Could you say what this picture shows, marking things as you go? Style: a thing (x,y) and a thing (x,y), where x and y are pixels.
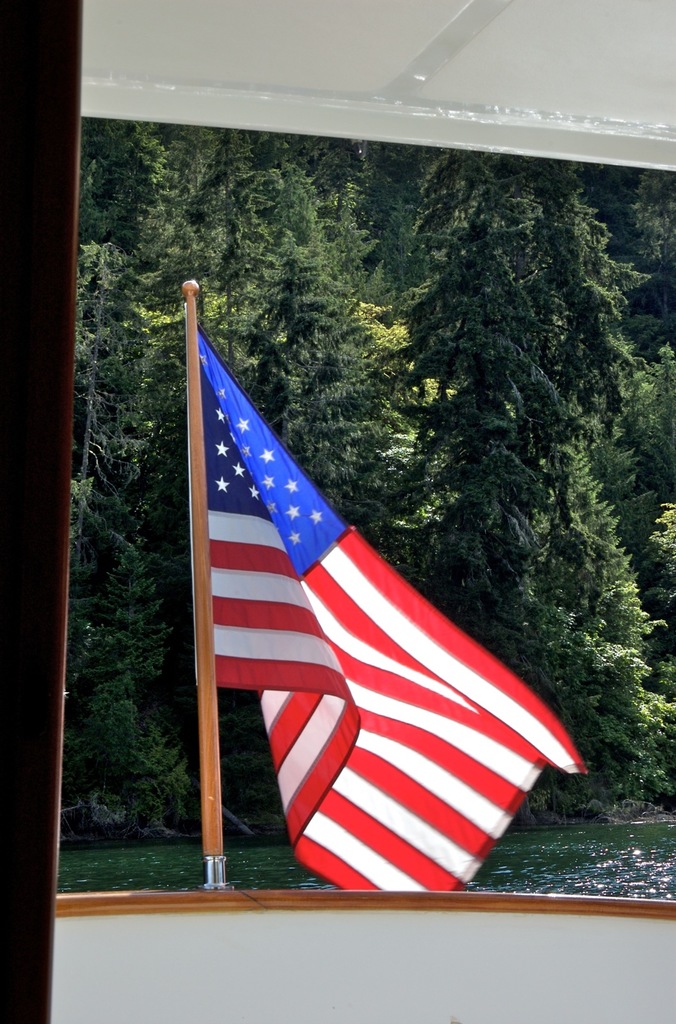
In this image there is a boat (135,945) on the water (637,864) in that boat (156,915) there is a flag (265,516), in the background (143,351) there are trees (326,313).
